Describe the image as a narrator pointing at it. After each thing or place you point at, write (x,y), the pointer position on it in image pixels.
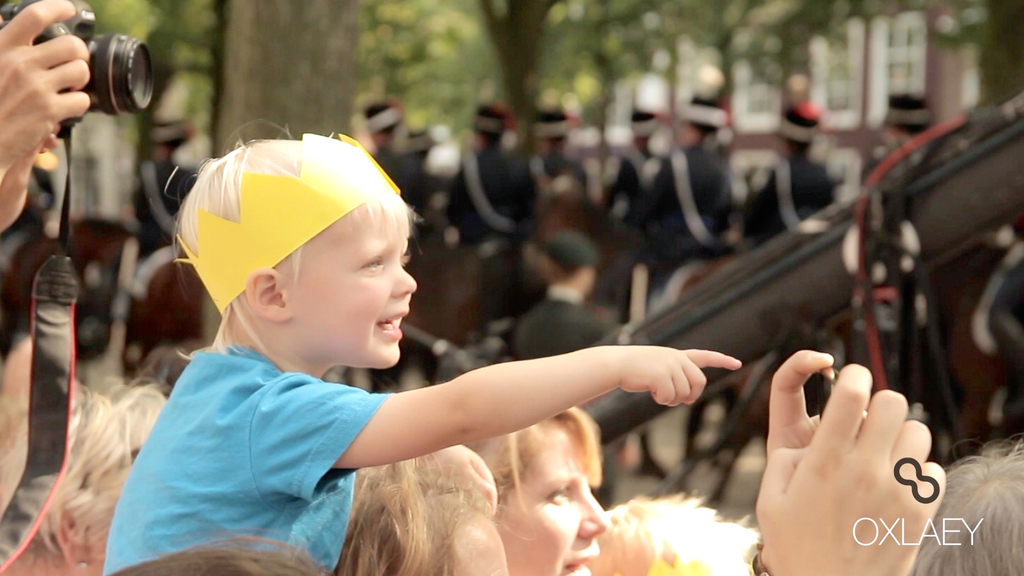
In this image we can see a few people (236,345), among them some persons (67,78) are holding the objects (136,66), there are some trees (613,81) and a building (756,167).
